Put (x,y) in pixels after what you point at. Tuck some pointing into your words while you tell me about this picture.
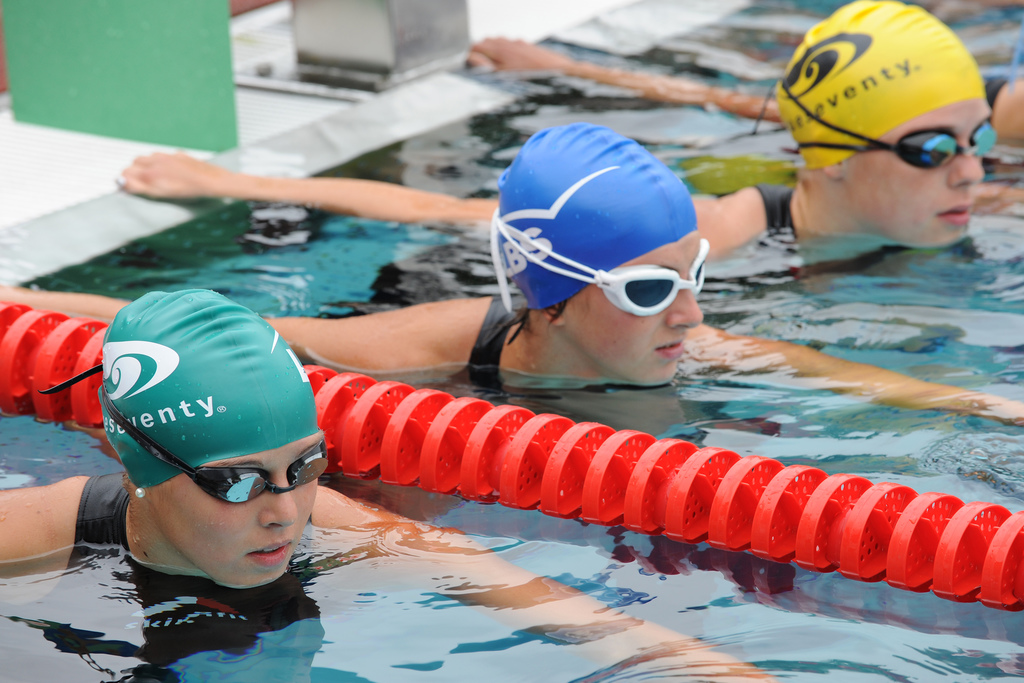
In this image we can see few persons (226,517) are in the water (327,636) partially and all of them have caps (175,310) on their heads (239,560) and swimming glasses (301,472) to their eyes (240,479) and red color object (23,359) on the water (970,657). In the background (451,51) we can see objects (425,32) on the platform (280,98).
